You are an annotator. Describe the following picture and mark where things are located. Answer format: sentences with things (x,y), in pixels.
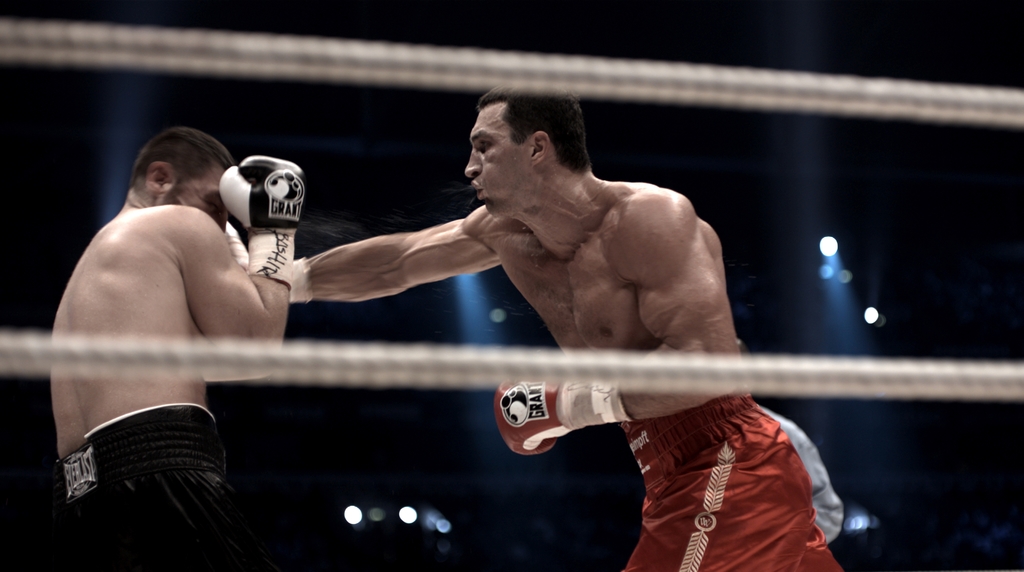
In this picture we can see ropes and few people (177,289), two men (461,261) wore gloves (268,205), in the background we can see few lights (827,243).
